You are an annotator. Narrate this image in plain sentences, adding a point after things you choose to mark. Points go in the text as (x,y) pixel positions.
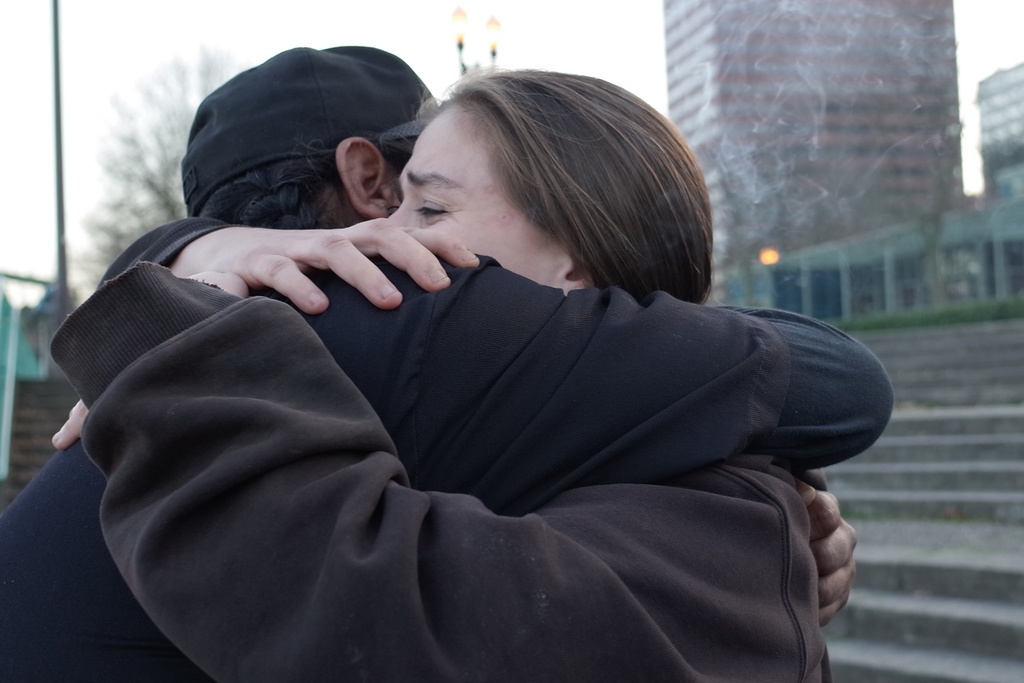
In this image I can see two people (450,559) with the black color dresses (344,415) and one person (303,215) with the cap (400,138). To the right (935,418) I can see the stairs (850,494). In the background (828,279) I can see the poles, buildings (712,129), trees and the sky (423,8).
